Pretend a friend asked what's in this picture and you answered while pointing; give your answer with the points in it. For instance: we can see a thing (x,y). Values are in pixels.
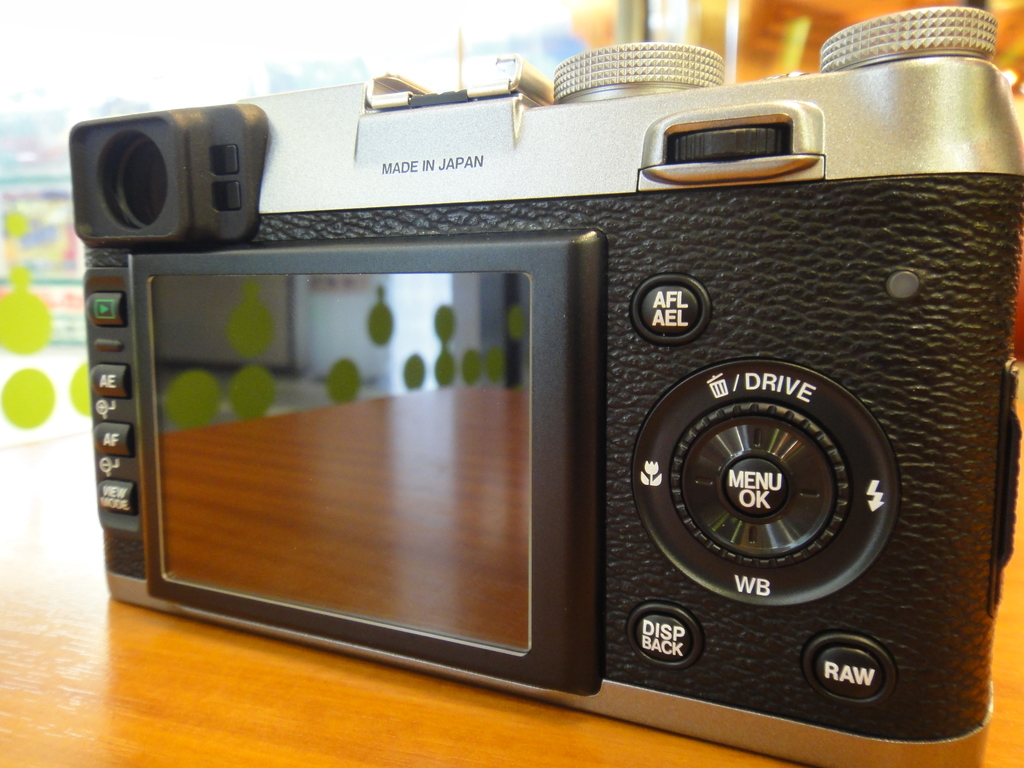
This image is taken indoors. At the bottom of the image (194,705) there is a table (241,679) with a camera (569,431) on it. In this image the background (12,222) is a little blurred.
